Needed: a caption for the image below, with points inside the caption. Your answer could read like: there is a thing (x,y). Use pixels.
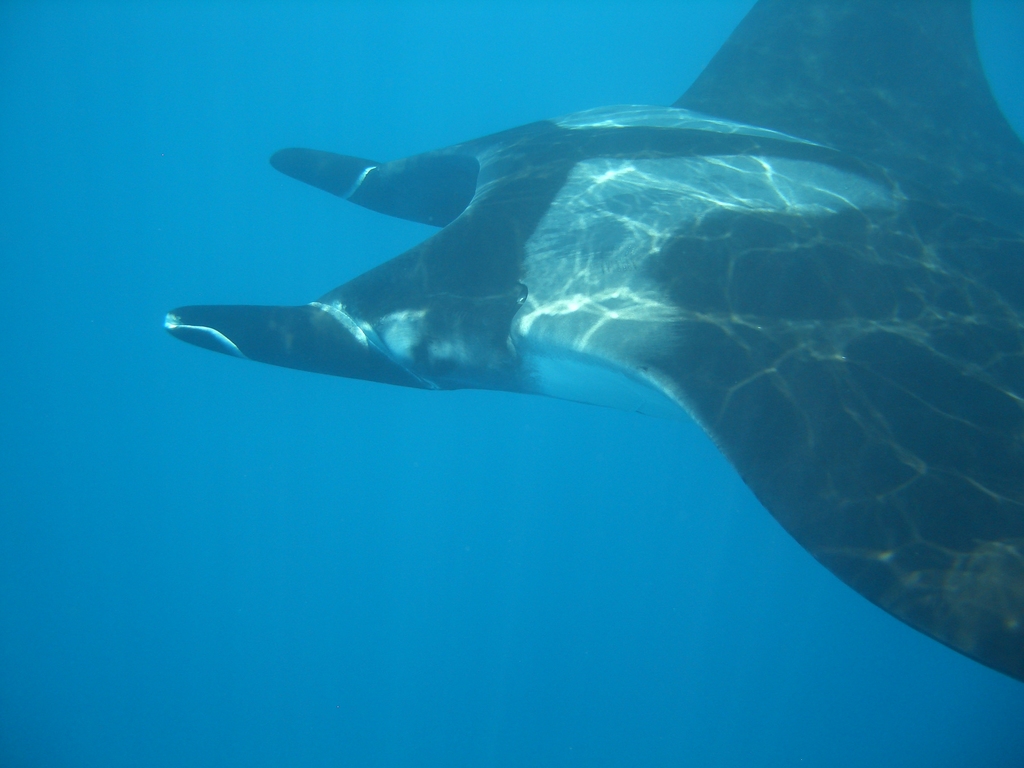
There is an underwater creature (675,222) in the image.
